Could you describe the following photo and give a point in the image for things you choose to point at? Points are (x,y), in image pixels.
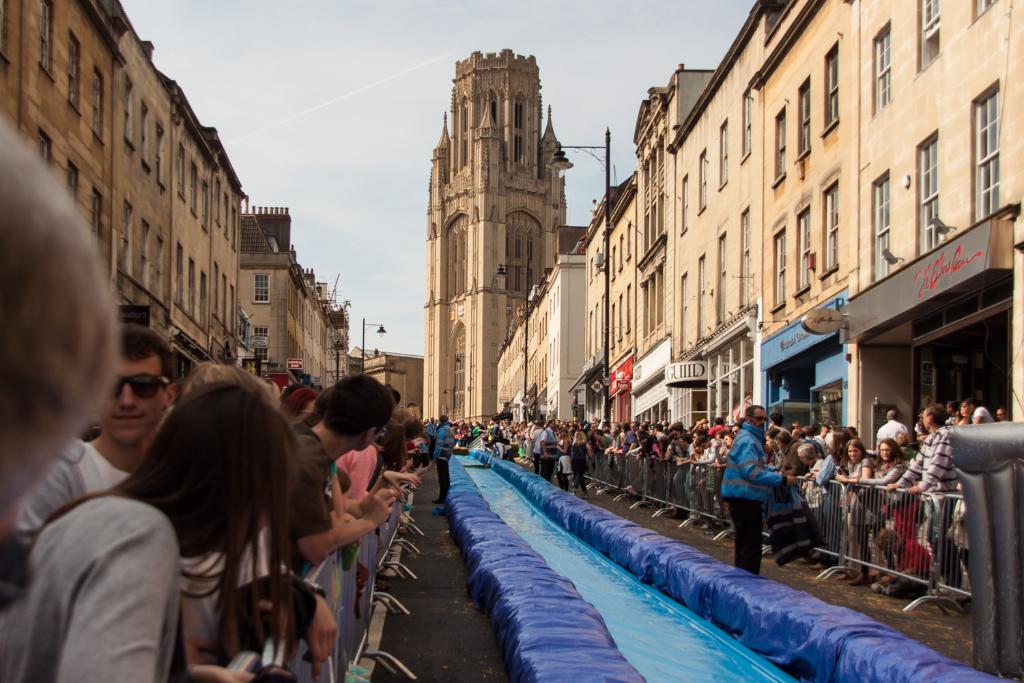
This is an outside view. At the bottom of the image (585,580) I can see water (607,600) on the ground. On both sides I can see many people (664,458) are standing. In the background (191,280) there are some buildings (212,228). At the top (375,107) I can see the sky (299,74).
